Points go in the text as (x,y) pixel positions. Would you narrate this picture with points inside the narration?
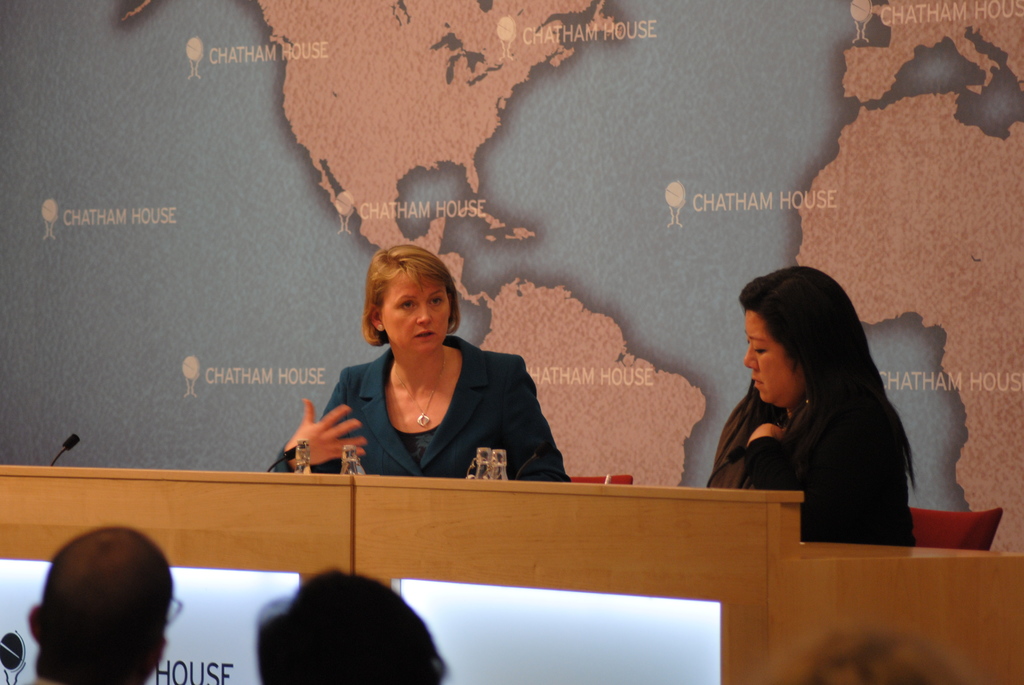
In this image there are two persons (905,469) who are sitting behind wooden block (402,525) and there are microphones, water bottles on top of the table (753,541) and at the background of the image (493,240) there is a map (576,223).
